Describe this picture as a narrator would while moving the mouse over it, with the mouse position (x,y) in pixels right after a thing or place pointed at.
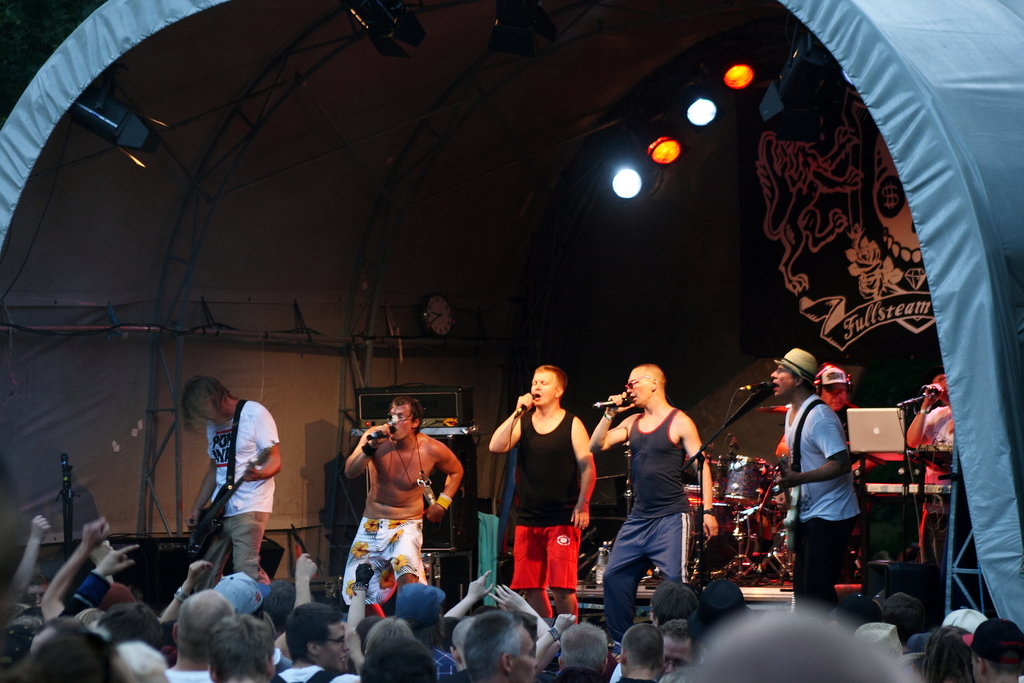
In this image I can see the group of people (440,502) with different color dresses (517,532). I can see few people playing the musical instruments (752,504) and few people (554,567) are holding the mics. In-front of these people (564,509) I can see many people (312,618).
